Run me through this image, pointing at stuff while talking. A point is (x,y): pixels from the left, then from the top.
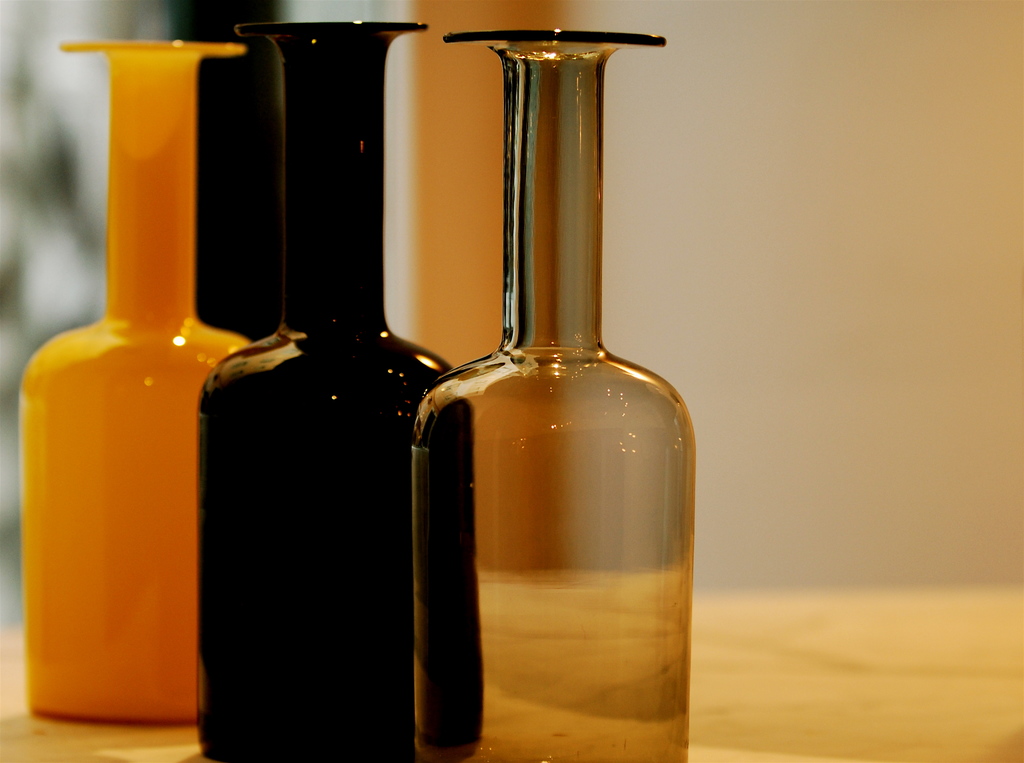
There are three bottles (565,462) on the table (822,669) and this is wall (890,266).
